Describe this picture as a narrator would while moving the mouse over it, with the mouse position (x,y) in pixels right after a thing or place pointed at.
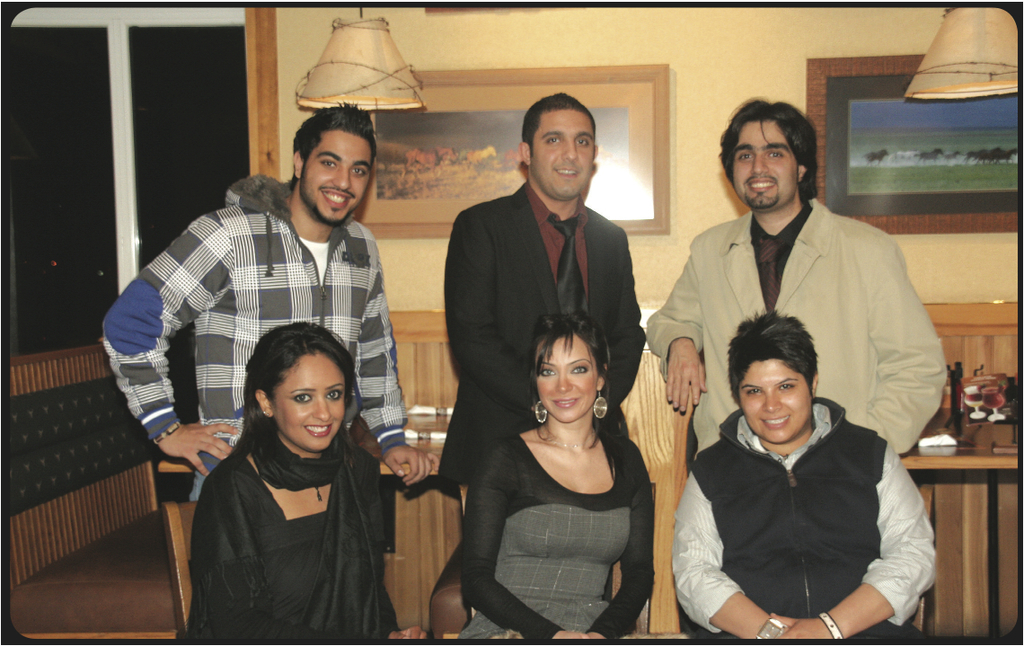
In the center of the image (353,282) there are people (544,599). In the background of the image (703,110) there is a wall (703,110) on which there are photo frames (583,77). There is a window (187,134). There are light lamps (402,54) at the top of the image (990,55).
